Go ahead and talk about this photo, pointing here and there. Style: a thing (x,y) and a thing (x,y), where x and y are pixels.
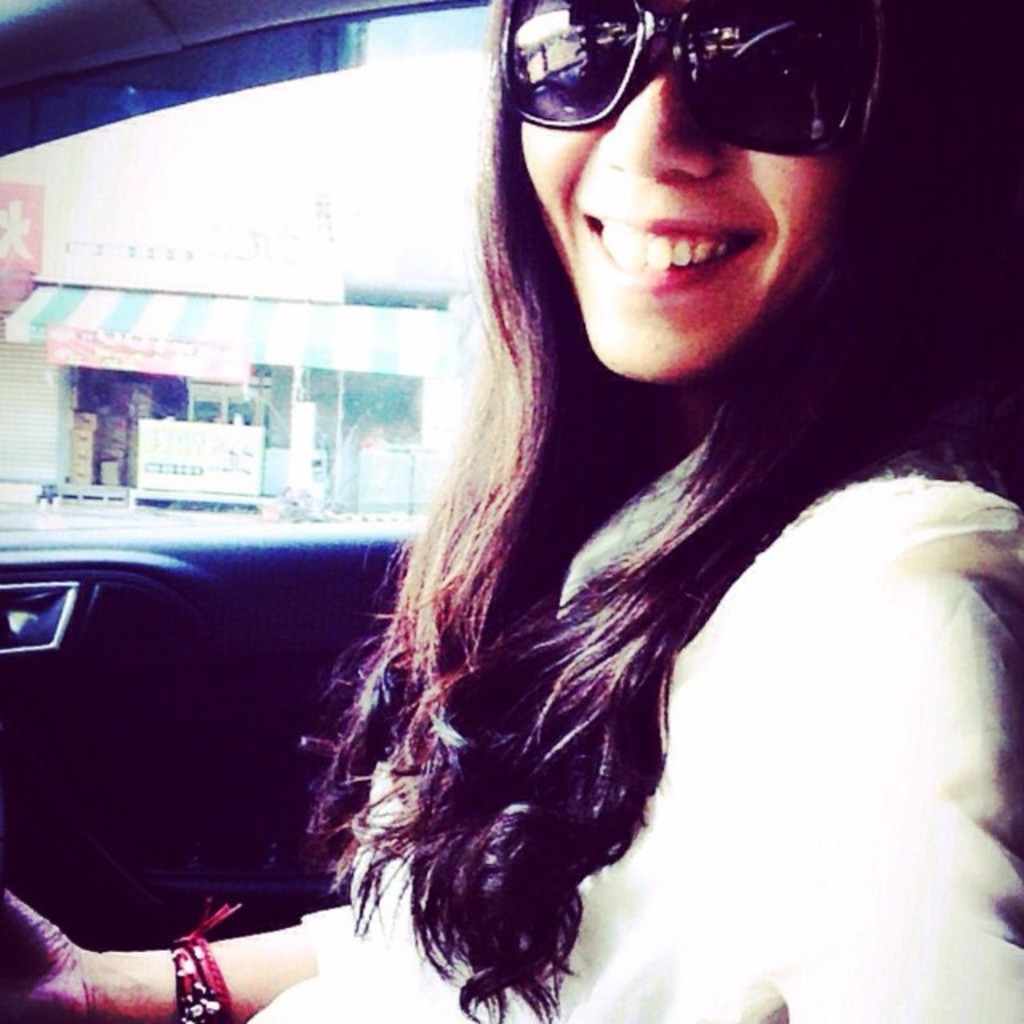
In the foreground of this image (510,763), it seems like there is a woman (464,667) in a vehicle (69,807) where we can see the door (198,610) behind her. In the background (338,362), there is a shop (85,360), shutter (28,421), few boards (246,488) and few cardboard boxes (106,447).
